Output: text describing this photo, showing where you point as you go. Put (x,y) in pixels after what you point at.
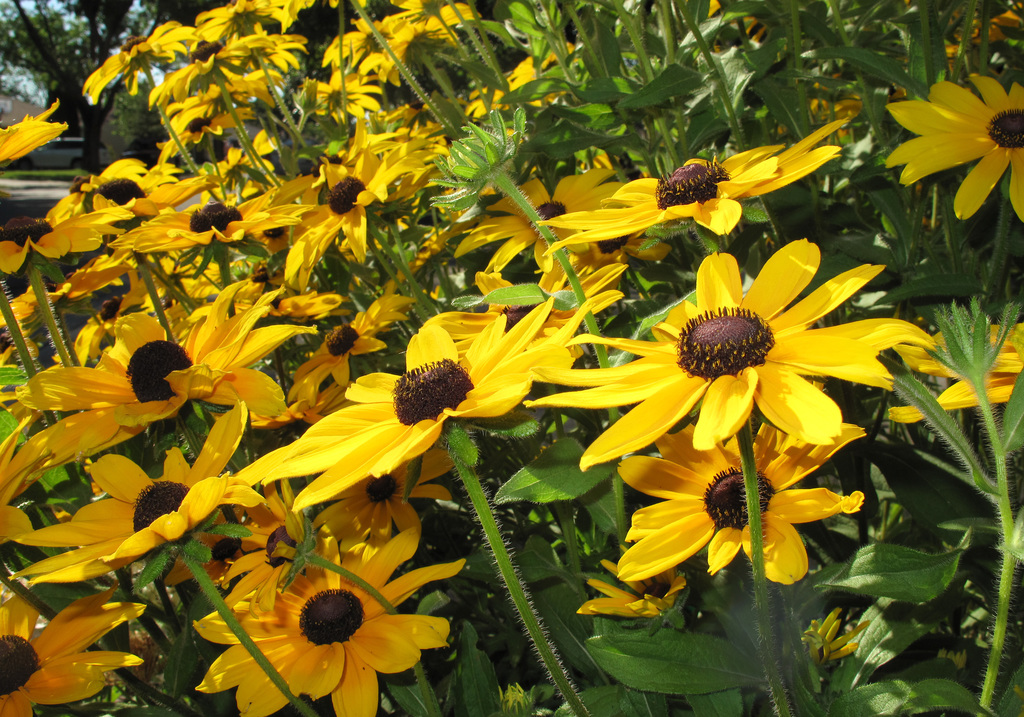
In the foreground of this picture (420,371), there are many flowers (311,415) to the plants (466,506). In the background (53,36), we can see trees (49,76), path (42,197) and grass (48,179).
